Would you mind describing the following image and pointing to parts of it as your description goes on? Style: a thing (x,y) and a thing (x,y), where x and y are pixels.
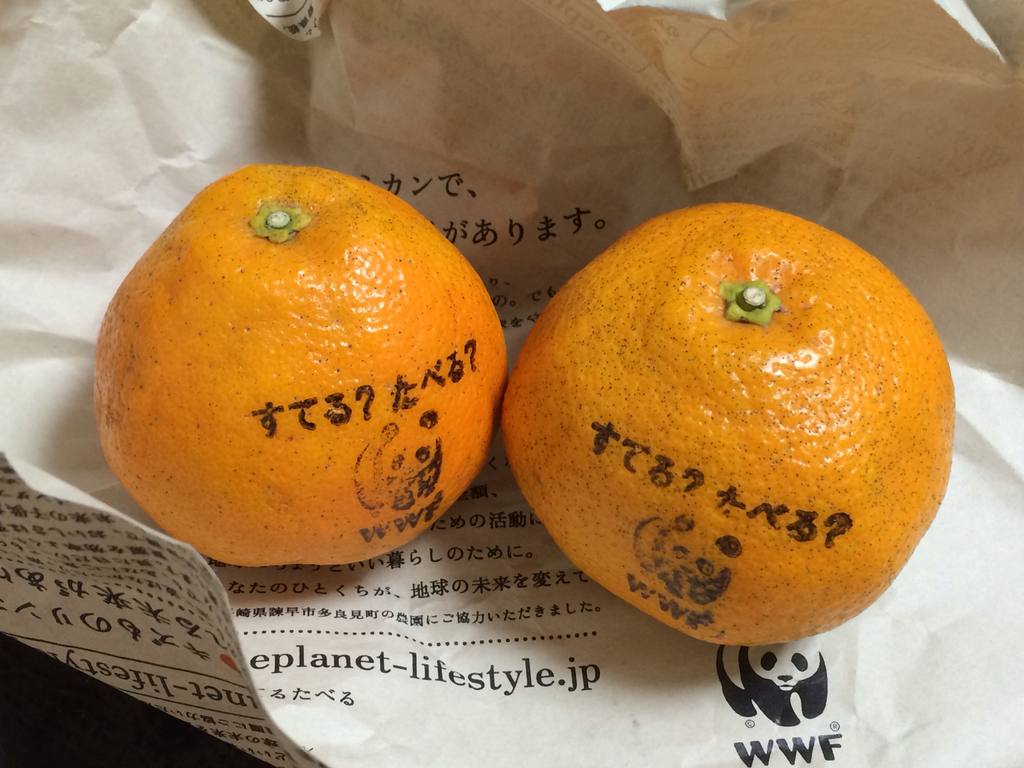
In this image there are two oranges (463,392) kept one beside the other in the paper (804,181). In the paper (528,204) there is some script (281,609).
